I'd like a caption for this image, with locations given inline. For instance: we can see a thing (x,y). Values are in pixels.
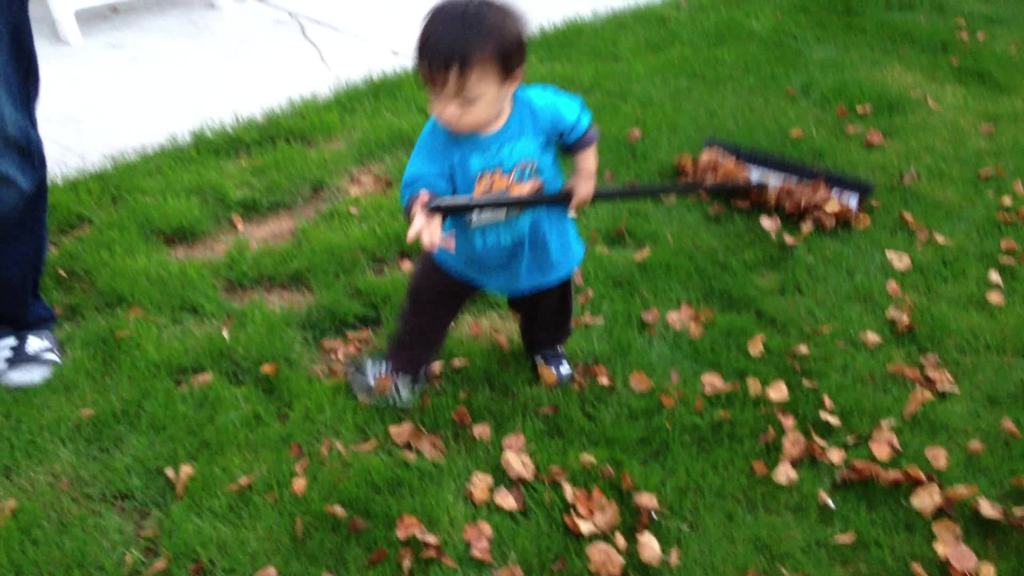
In this picture there is a boy (512,195) who is wearing blue t-shirt (537,234), trouser (440,315) and shoe (545,356). He is holding the broom (562,199). At the bottom (344,451) we can see green grass (652,525) and dry leaves (896,319). On the left (24,151) we can see a person's leg (24,151) who is wearing jeans (16,197) and shoe (11,349). He is standing near to the white pavement (213,65).
